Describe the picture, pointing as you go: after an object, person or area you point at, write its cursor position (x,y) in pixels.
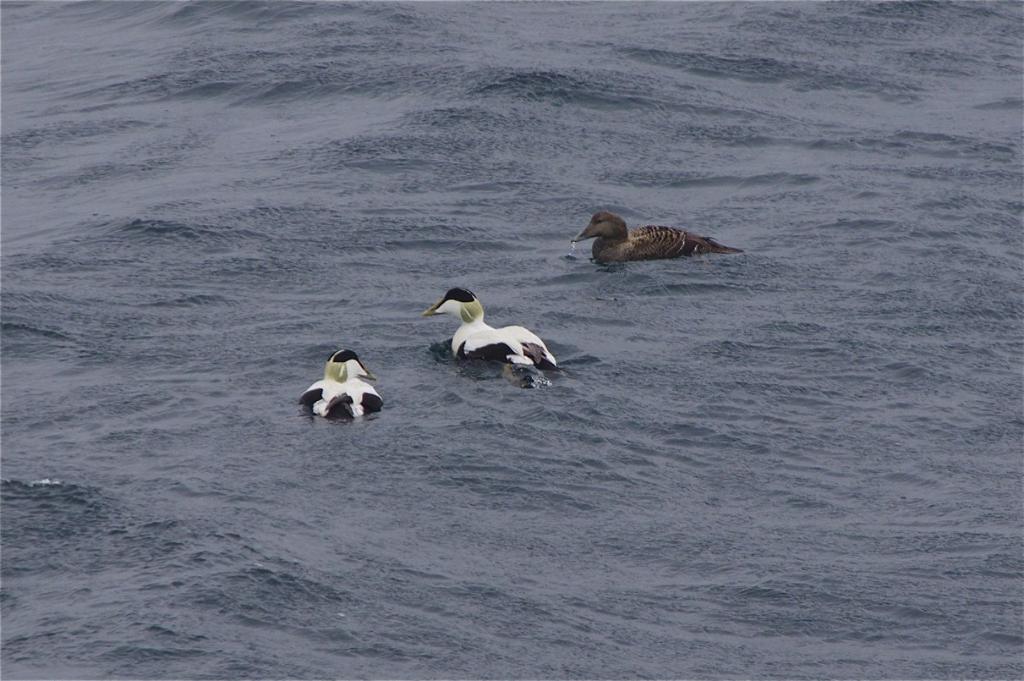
In this image I can see few birds (619,239) in the water (716,370) and they are in brown, white and black color.
